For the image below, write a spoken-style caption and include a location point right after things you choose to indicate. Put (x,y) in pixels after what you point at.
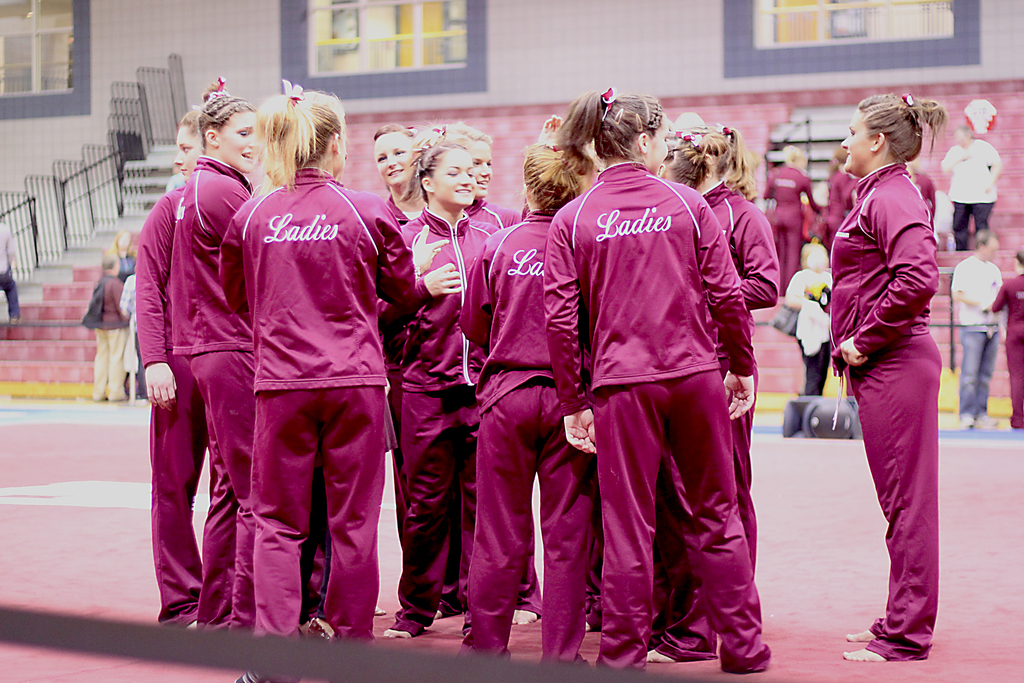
In the image there are few ladies (582,245) standing. Behind them there are steps (80,331) with few people (92,300). In the background (33,244) there is a railing (27,223) and also there is a wall (650,26) with glass windows (328,60).
